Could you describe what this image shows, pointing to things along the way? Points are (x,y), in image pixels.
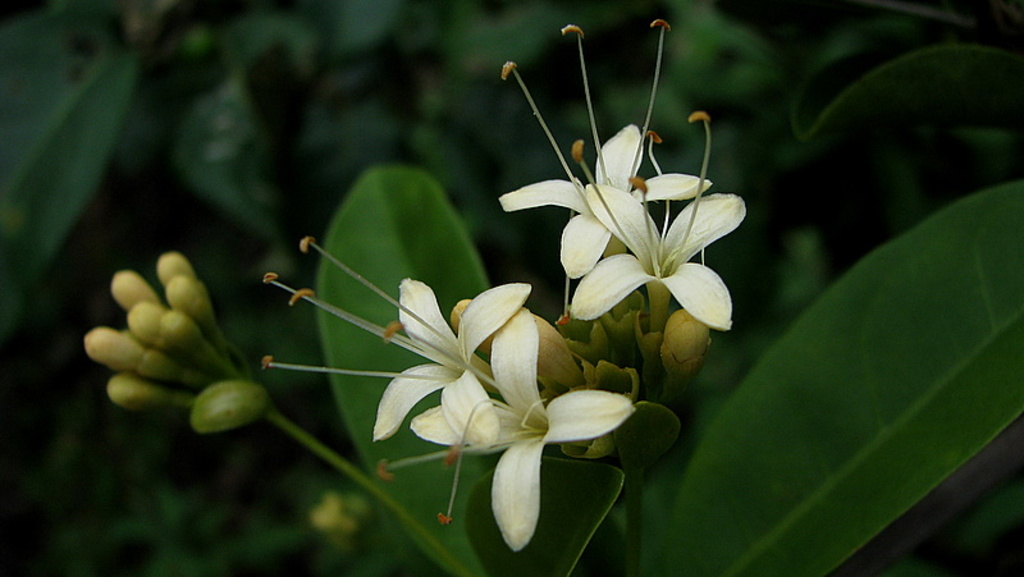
In the center of the image (351,373) we can see one plant (620,487), leaves (620,487) and flowers (676,289), which are in white color. In the background (489,183) we can see plants (489,183) and a few other objects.
